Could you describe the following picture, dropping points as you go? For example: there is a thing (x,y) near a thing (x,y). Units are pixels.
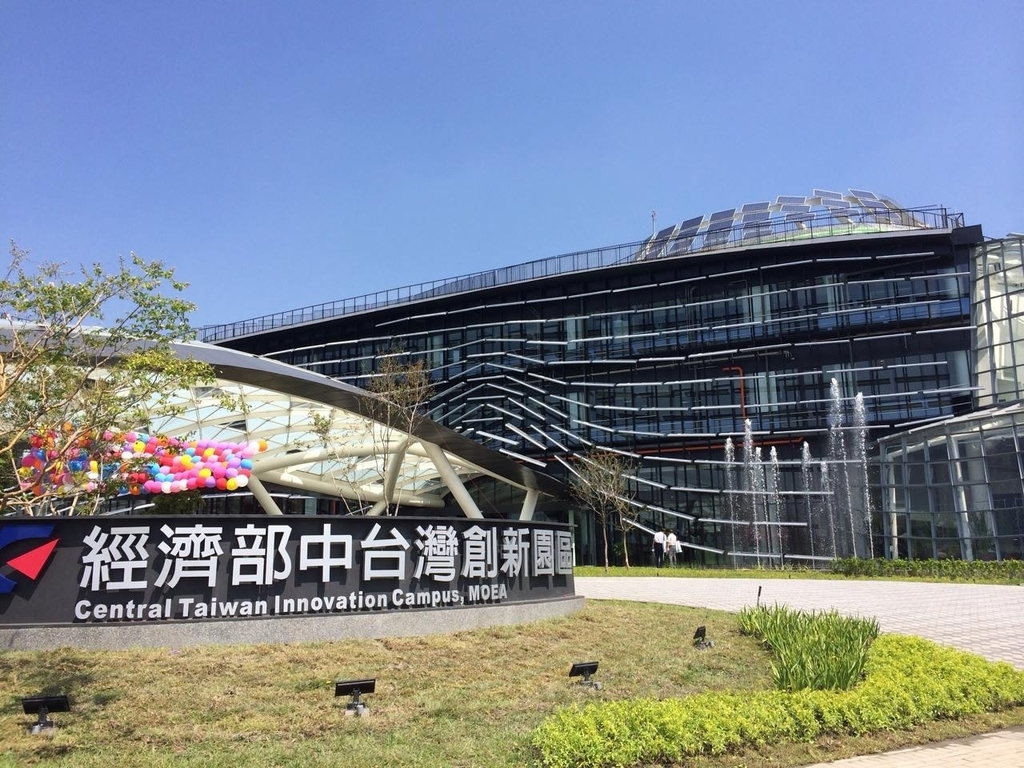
In the picture I can see buildings (473,494) and people (669,556) standing on the ground (708,596). I can see a road (935,633), the grass (832,739) and plants (784,649). On the left side (146,427) I can see trees (124,428), lights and some names (394,596) over here. In the background (315,182) I can see the sky (359,163).
